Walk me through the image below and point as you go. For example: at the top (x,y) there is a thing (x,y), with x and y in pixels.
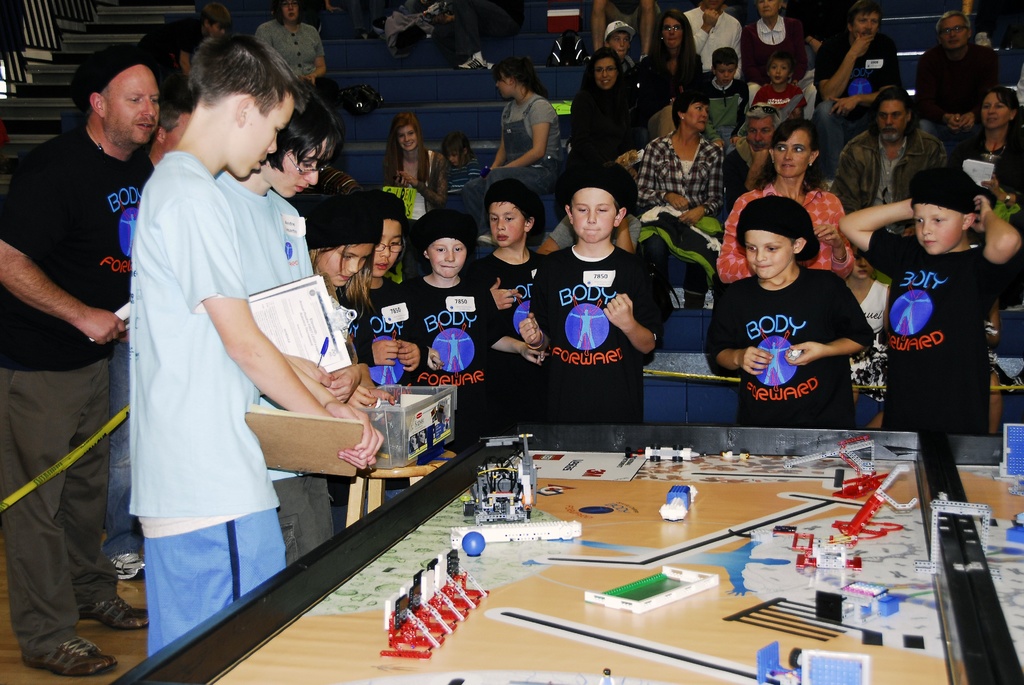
In this image there some boys (841,315) standing in middle of this image (505,286) wearing black color dress (788,301) and there is one board (457,472) at below of this image. and there are some persons (613,146) sitting at top of this image (658,146). There are some persons (231,254) standing at left side of this image (210,300). the person (38,250) at left side (49,240) standing is wearing black color t shirt (91,210) and the right side person (206,372) is wearing light blue color t shirt (177,394) and holding a pad (303,434), and there are some stairs (399,105) at top of this image (435,92).
